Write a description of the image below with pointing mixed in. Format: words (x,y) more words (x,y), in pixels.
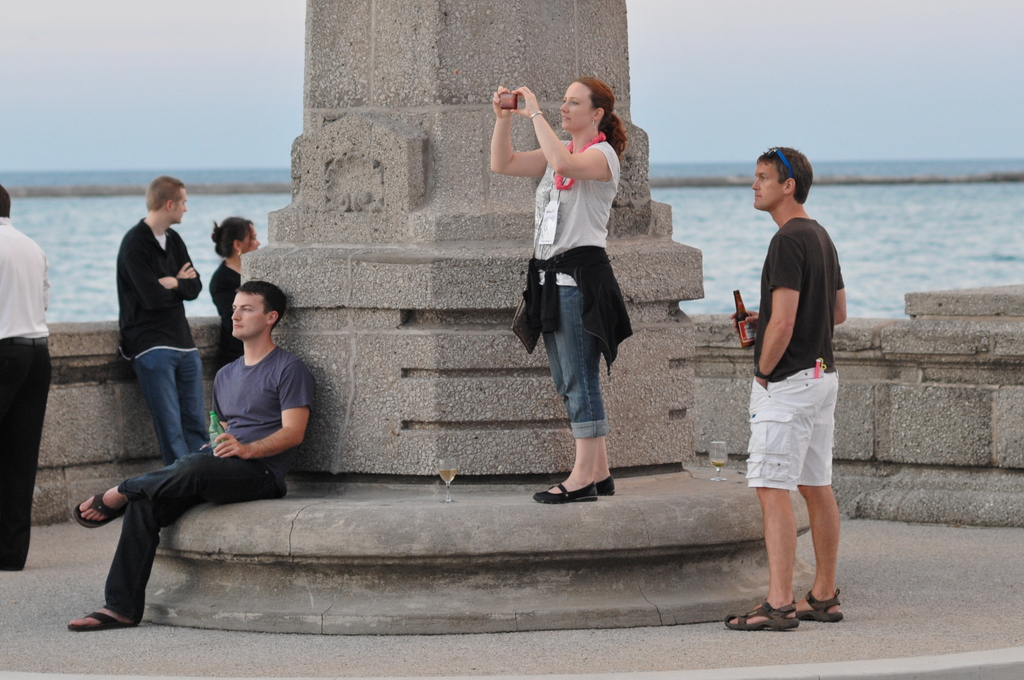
In this image we can see pillar (536,479), people (585,308) and glasses (444,470). This woman (594,390) is holding a mobile (504,102) and wore a bag (525,313). These two people (800,198) are holding bottles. Background (861,273) we can see the sky (747,13) and water (111,244).
